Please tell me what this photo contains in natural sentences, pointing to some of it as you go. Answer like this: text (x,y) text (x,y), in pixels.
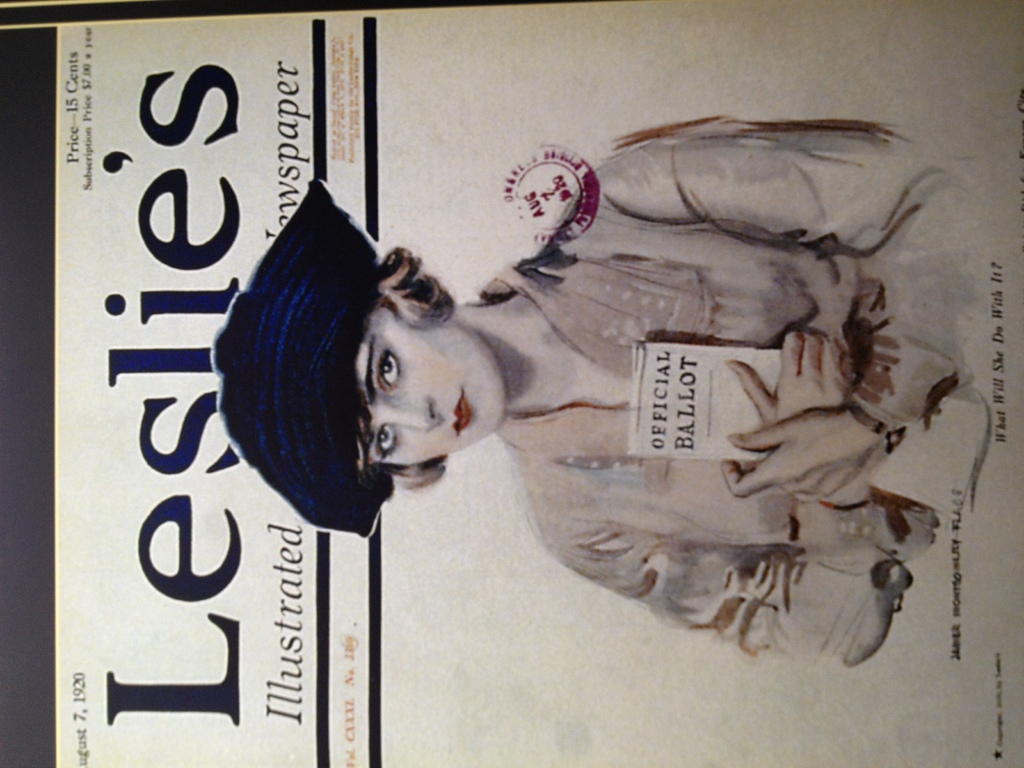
In the image can see there is a poster (560,462) in which there is a painting (598,421) of a woman (598,421) who is standing. She is wearing a cap (334,462) and holding a ballot (717,453) in her hand (779,472).
